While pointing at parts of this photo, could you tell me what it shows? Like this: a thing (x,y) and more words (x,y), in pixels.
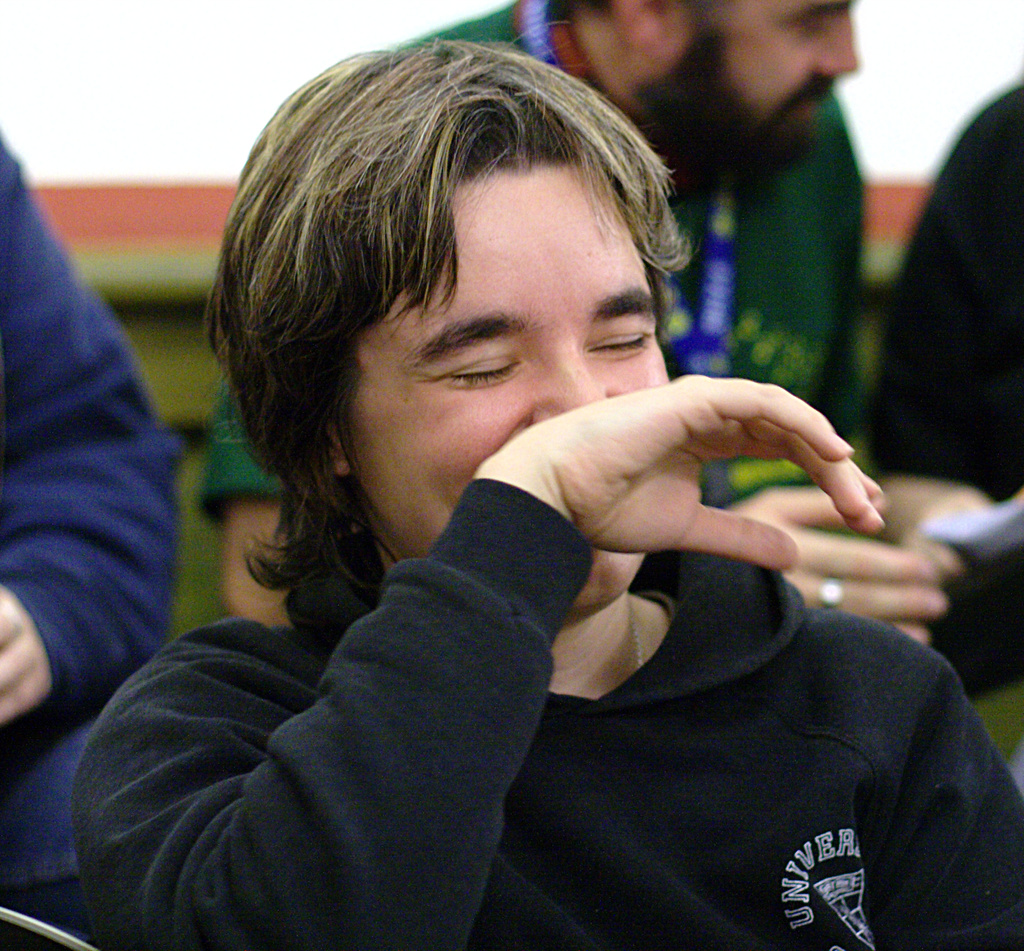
There is a man (200,727) smiling and wore black color t shirt (853,741). In the background (13,314) we can see people (995,402).
